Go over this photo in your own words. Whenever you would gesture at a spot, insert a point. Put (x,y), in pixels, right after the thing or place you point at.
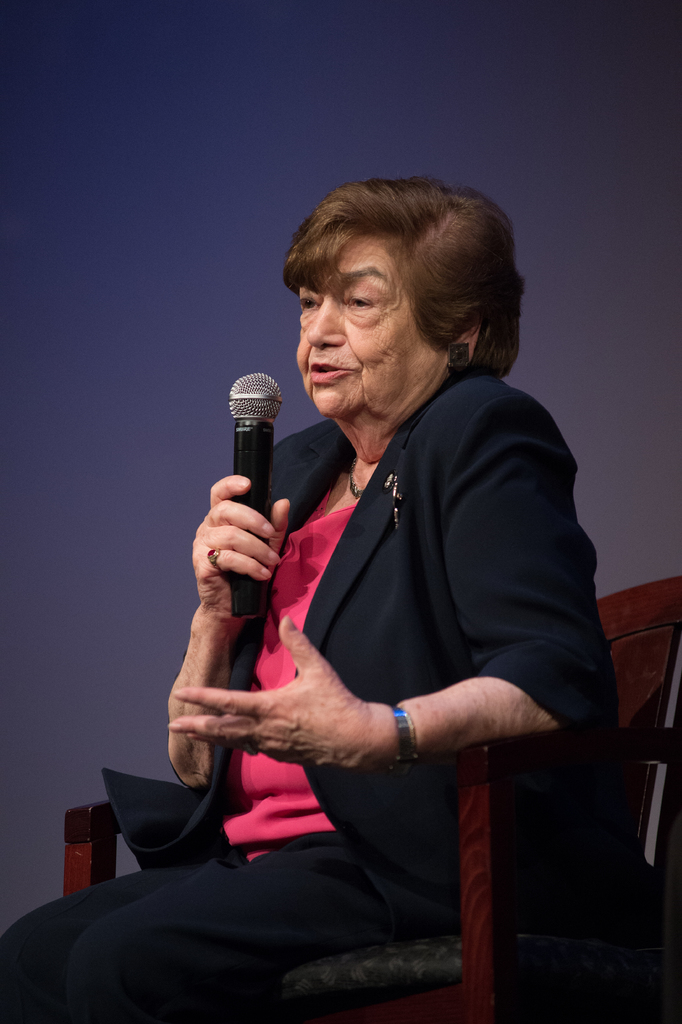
a woman (356,341) is talking with a mic (252,476) in her hand (229,546) sitting in a chair (663,615).
